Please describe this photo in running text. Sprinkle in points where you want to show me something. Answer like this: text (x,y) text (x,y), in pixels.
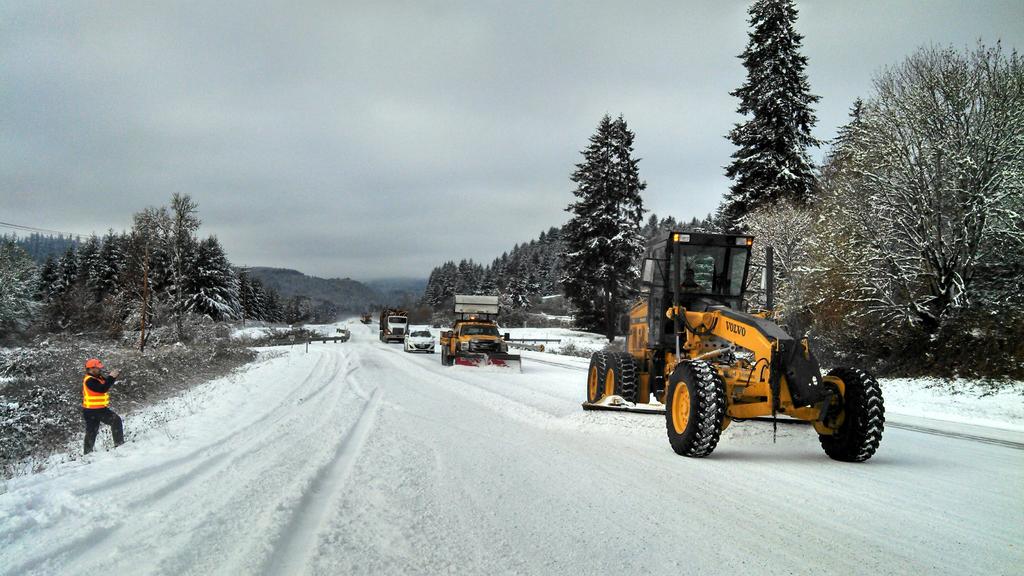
In this image we can see vehicles (660,304). At the bottom of the image (522,509) there is snow (449,533). To the left side of the image (87,376) there is a person (98,362) wearing a jacket (96,386) and cap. To the both sides of the image there are trees (496,259). At the top of the image (221,140) there is sky (331,145) and clouds (318,115).
